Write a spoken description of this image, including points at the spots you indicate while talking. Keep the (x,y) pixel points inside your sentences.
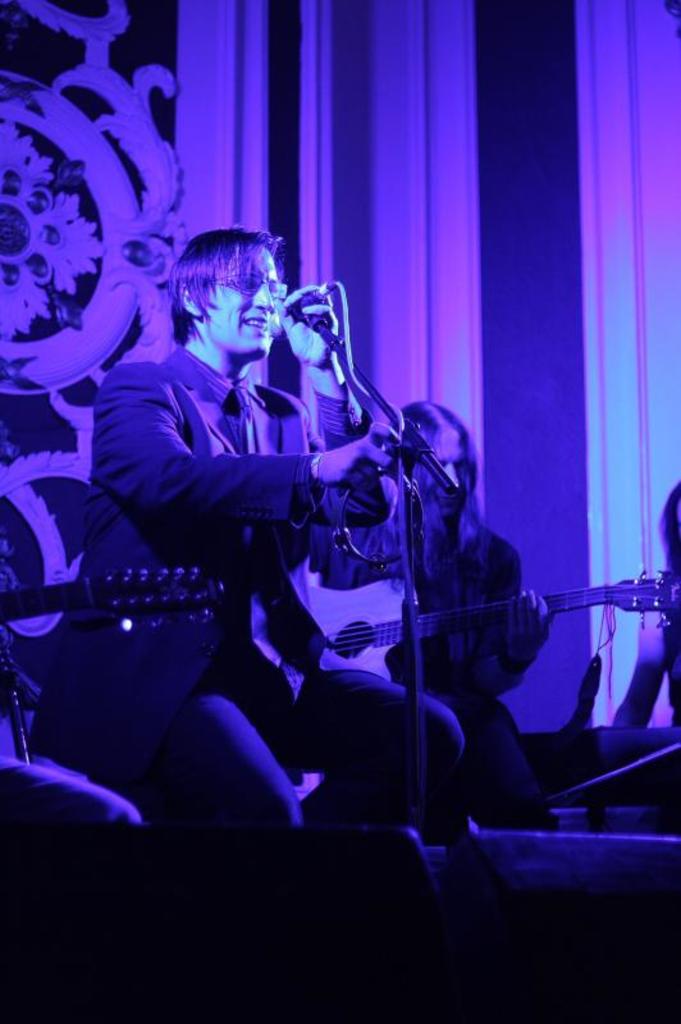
In this image a person (214,466) is holding a microphone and singing and another person (456,515) is playing a musical instrument (378,662). The background of the image is pinkish and blue.
